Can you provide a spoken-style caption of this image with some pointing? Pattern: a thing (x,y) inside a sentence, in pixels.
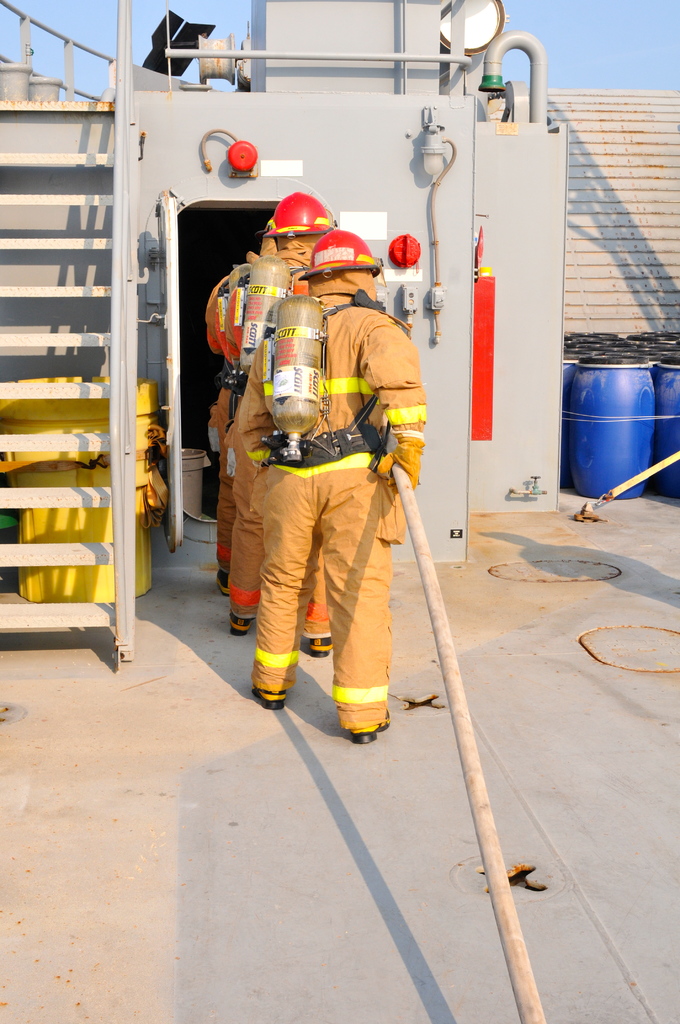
In this image, I can see three firefighters (356,507) standing and holding a pipe (454,723). On the left side of the image (73,577), I can see an object (73,530), which is behind the stairs (66,390). On the right side of the image (597,412), I can see the plastic barrels (613,433) on the floor (624,549). In the background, there is the sky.
